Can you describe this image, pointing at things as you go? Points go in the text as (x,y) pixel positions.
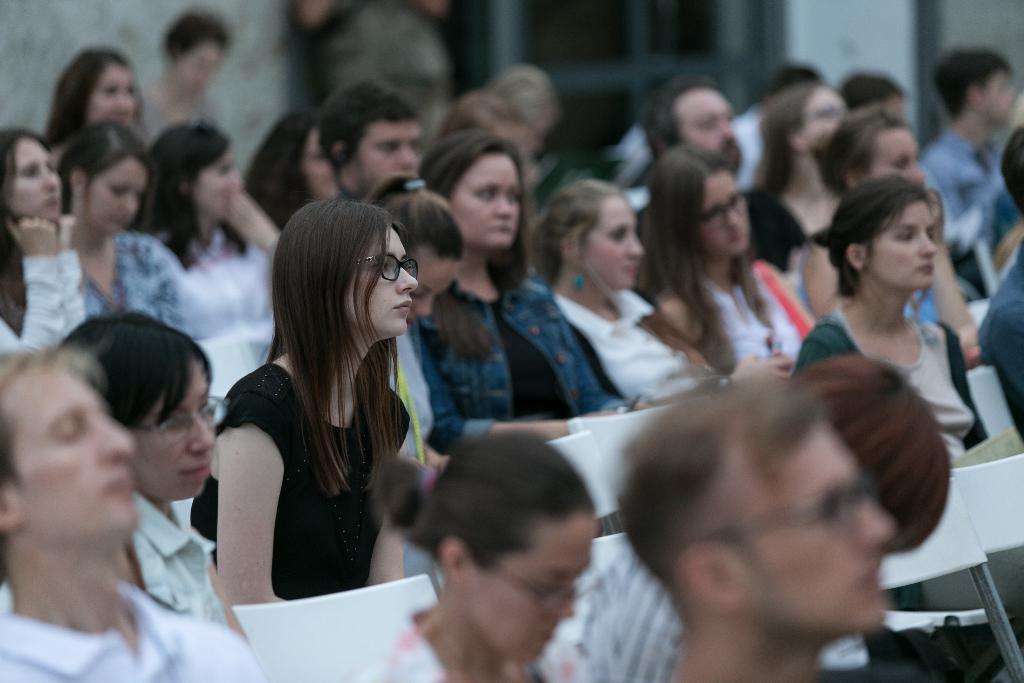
In this picture there are group of people (937,353) sitting on the white chairs (968,521). At the back (113,0) there is a building (617,85) and there is a door (615,63).
